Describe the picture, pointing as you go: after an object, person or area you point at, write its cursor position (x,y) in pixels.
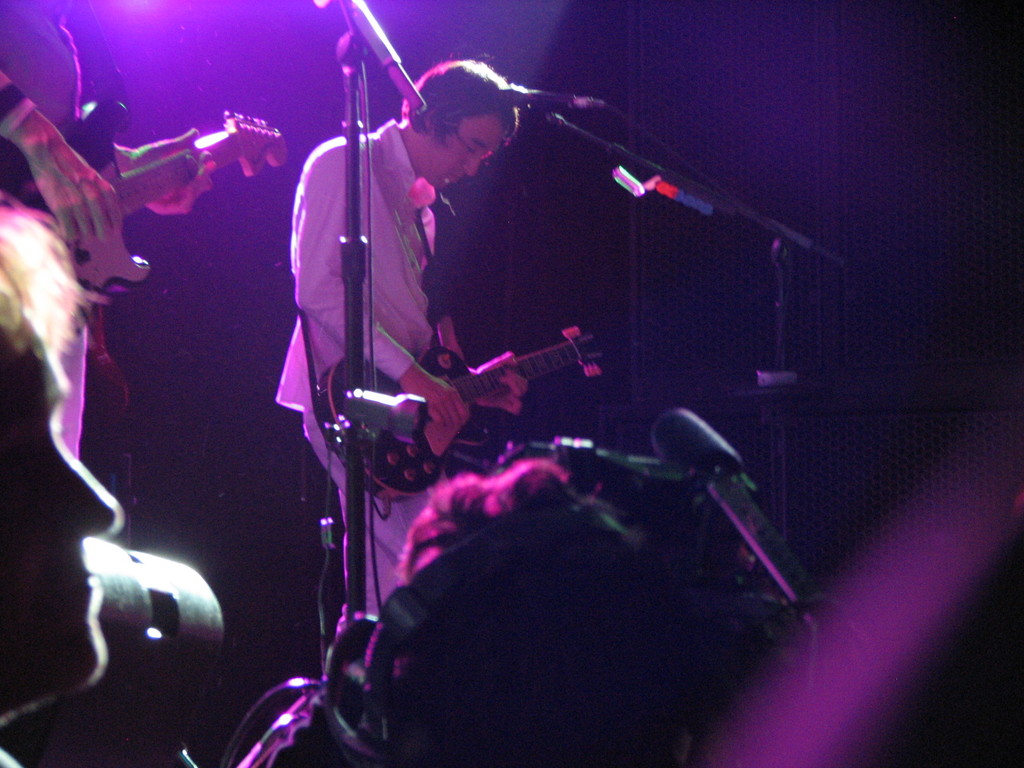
In this image I can see a man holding a guitar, standing in front of the mike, on the left side (124,121) I can see a man (75,99) holding a guitar (245,138), at the bottom (561,547) I can see few persons (523,565) and colorful lights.
